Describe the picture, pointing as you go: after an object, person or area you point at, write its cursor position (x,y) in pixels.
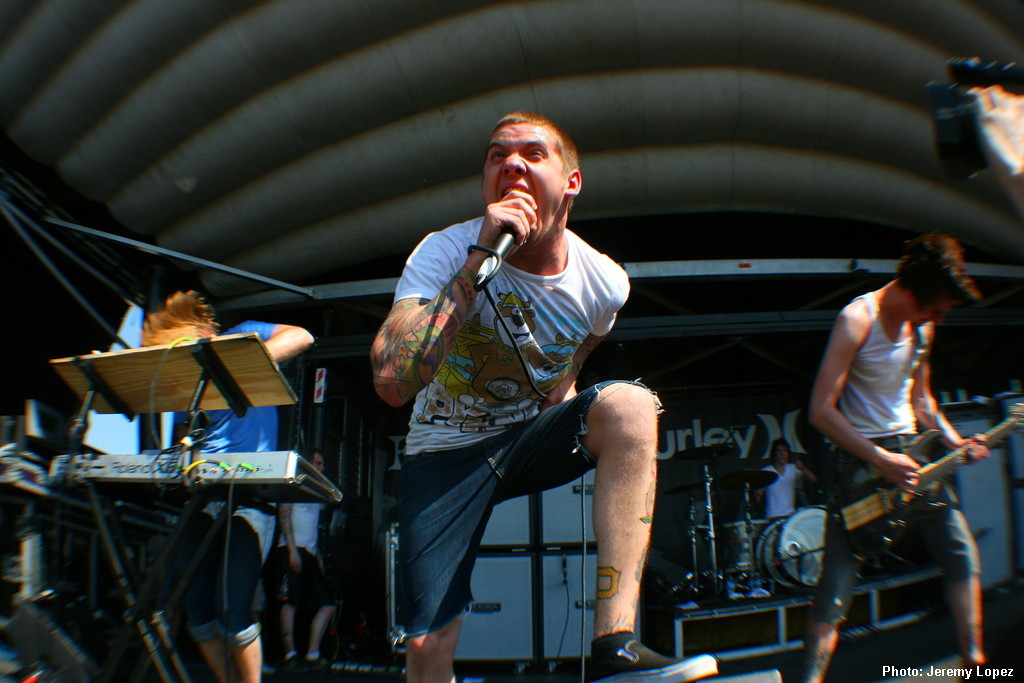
On the platform (904,601) we can see person (907,338) standing and playing musical instruments (894,491). In the middle (463,412) we can see a man (555,268) standing and he is holding a mike (494,265) in his hand (520,226) and singing. We can see tattoo (413,346) on his hand (401,355) and legs (609,583). On the background (745,533) we can see one person (774,460) sitting playing drums (746,519).
